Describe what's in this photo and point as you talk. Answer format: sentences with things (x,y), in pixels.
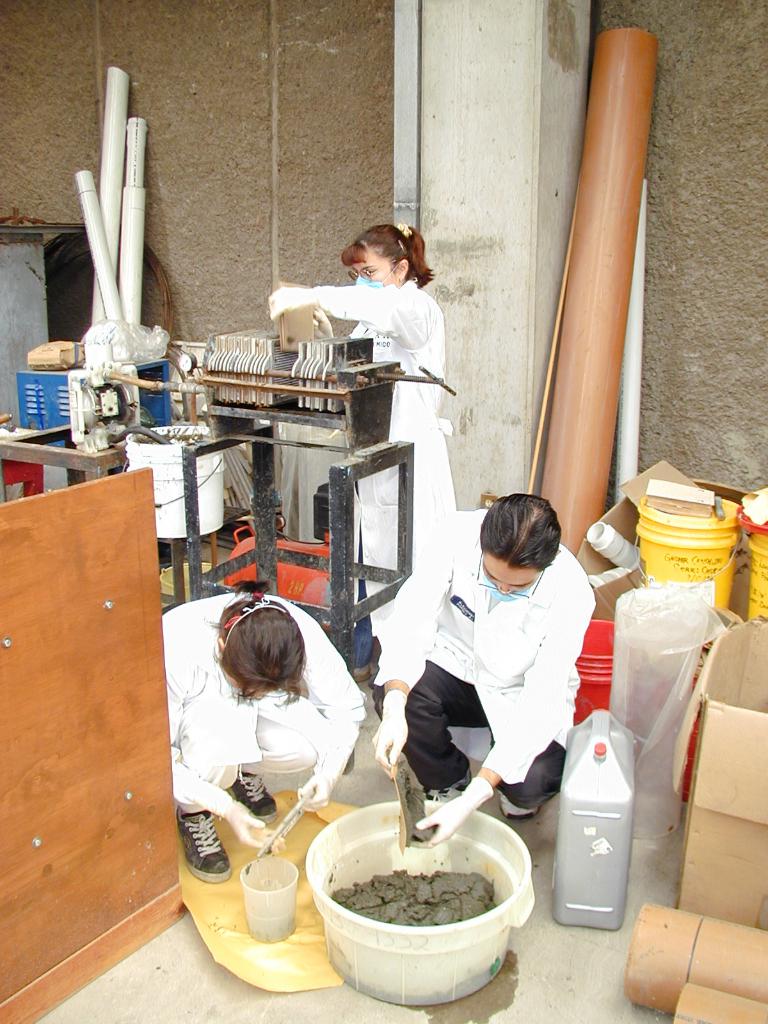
In this image, we can see people (458,641) sitting and holding objects (418,810) and in the background (235,563), we can see cardboards (623,528), buckets (649,551), boxes (734,732) and some construction equipment (255,455) and we can see a container (433,948) containing cement (397,900) and at the bottom (377,1007), there is floor (509,1014).
